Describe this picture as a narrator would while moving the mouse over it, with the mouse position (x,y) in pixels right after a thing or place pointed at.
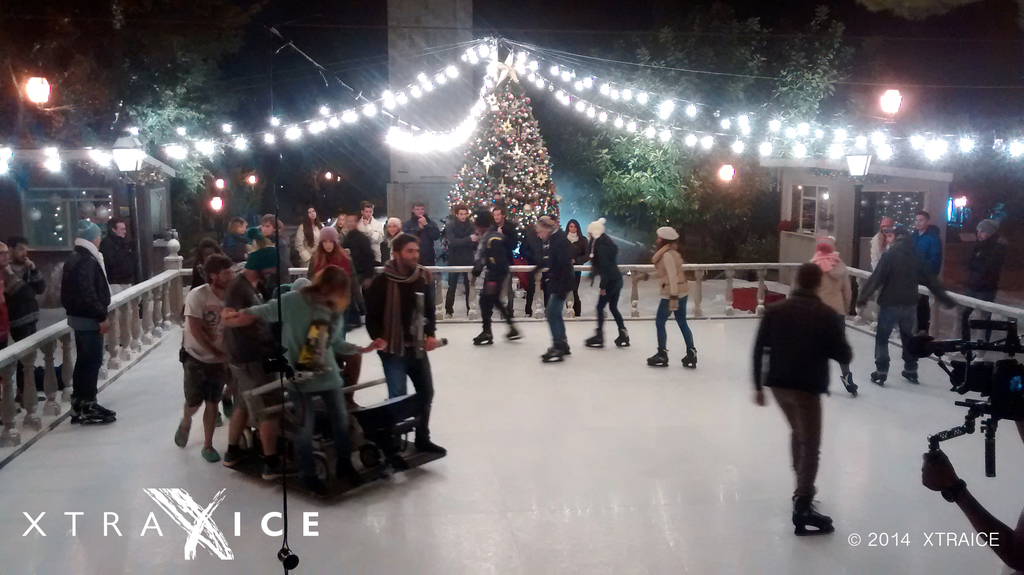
In this image I can see on the right side (1013,539) there is a person (993,536) holding the camera (1002,413), in the right hand side (872,538) bottom there is the watermark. In the middle (546,287) few people (796,387) are doing the skating, on the left side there is the text (228,526). In the background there is a Christmas tree (524,172), there are trees (604,151) and lights (267,140) on either side of this image.
